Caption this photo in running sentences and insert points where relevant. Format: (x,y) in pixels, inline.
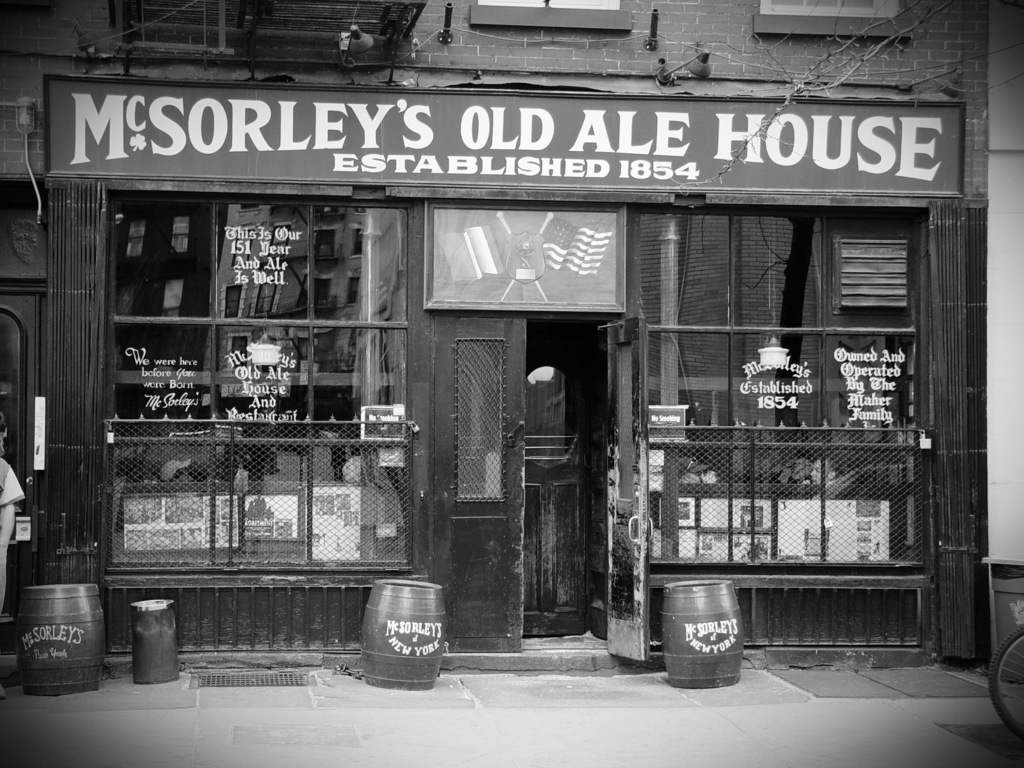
In this image I can see a building (463,313), few doors (496,447), few boards (570,287) and both side of these doors (567,439), I can see something is written. In front (56,602) I can see few containers (378,627) and on these containers (48,679) I can see something is written.
